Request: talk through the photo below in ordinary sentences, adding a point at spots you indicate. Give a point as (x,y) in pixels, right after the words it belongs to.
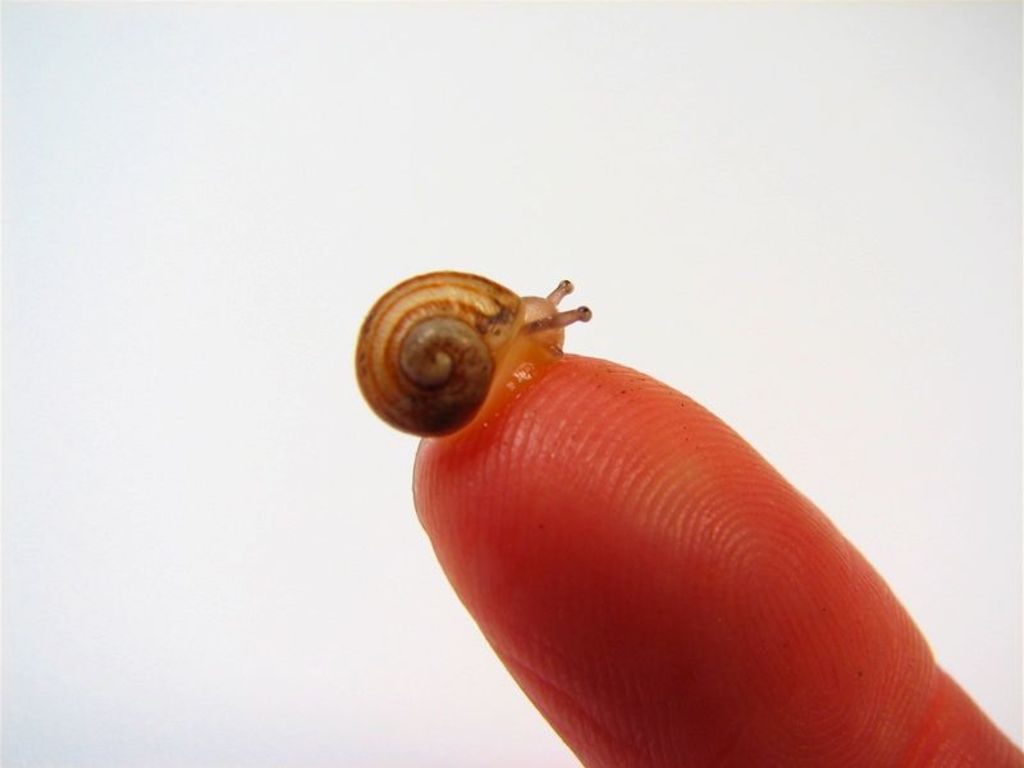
This image consists of a snail (480,318) on the finger (708,600) of a person (656,610).
